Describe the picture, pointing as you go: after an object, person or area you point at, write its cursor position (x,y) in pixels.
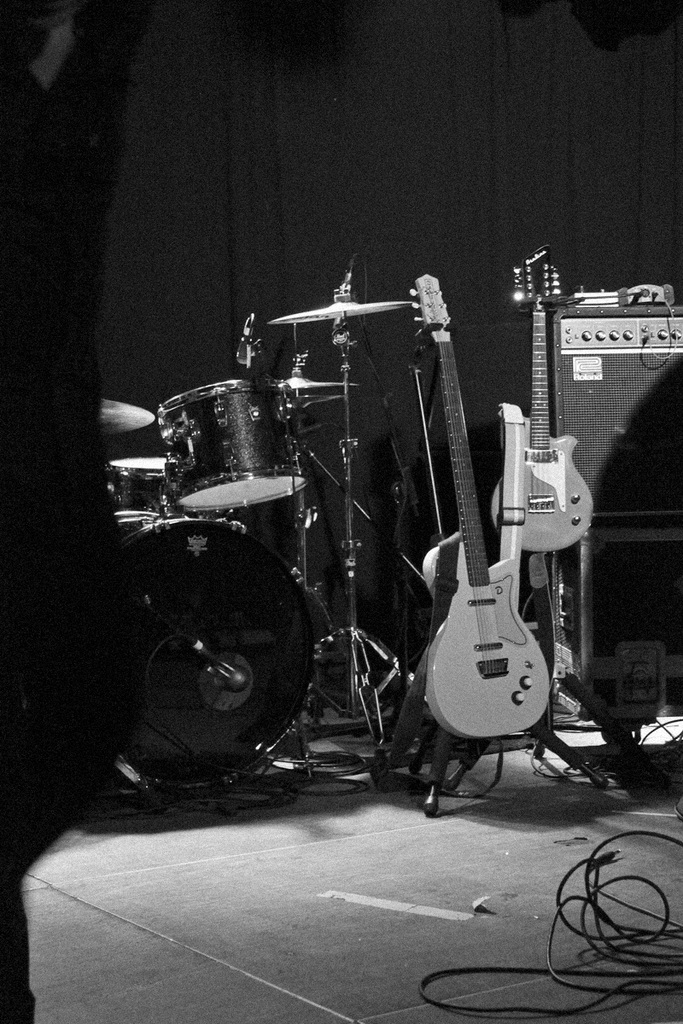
In this image we can see few musical instruments (509,604). There are few cables (590,940) placed on the ground (546,911) at the bottom of the image (622,939). There is a person (24,543) at the left side of the image (36,650).
